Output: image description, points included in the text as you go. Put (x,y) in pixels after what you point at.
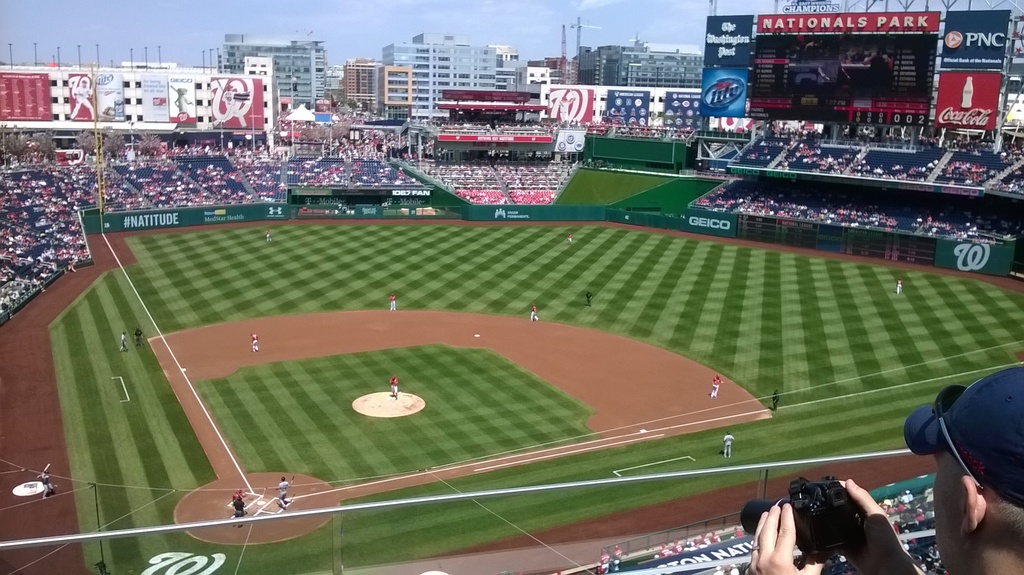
In this image I see a ground (595,244) on which there are few people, In the background (530,185) I see lot of chairs (1021,170) on which there are number of people (45,187) and there is a board (710,21) over here on which there are words (824,19) written on it and I see the buildings (192,68) over here. I can also see this man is holding a camera (854,547) in his hands (886,538).
